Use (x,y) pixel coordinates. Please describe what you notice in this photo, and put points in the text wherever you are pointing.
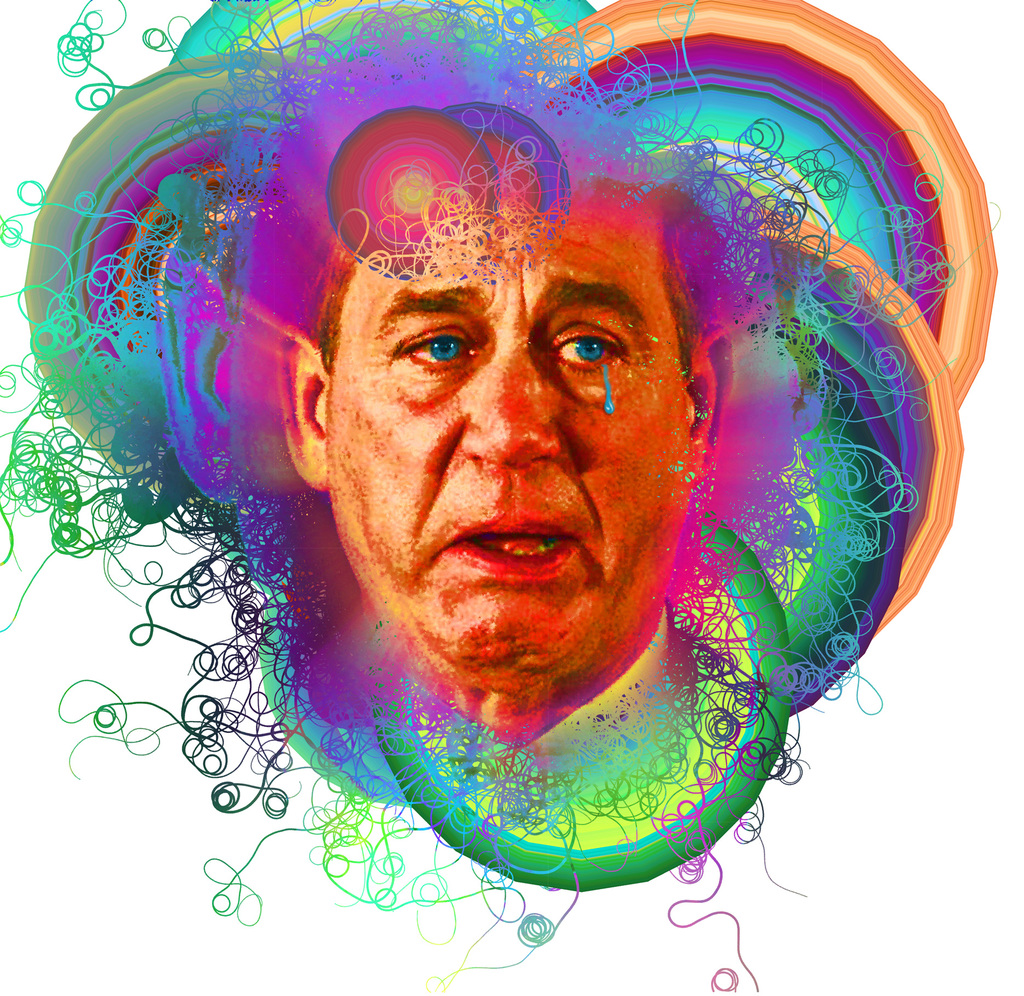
It is an edited image. In this image we can see the person's face (616,362) and we can also see the different colors.
